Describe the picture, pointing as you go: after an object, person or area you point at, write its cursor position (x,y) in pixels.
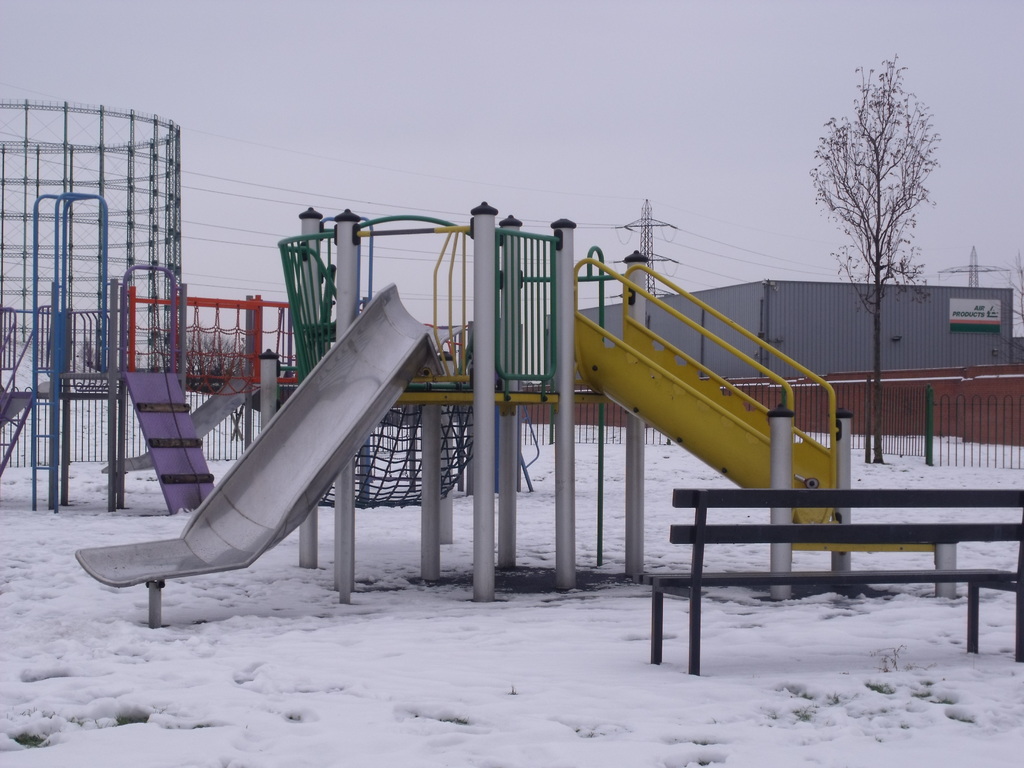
In this image we can see slides (665,386) on the ground (546,629) with snow (761,632), there is a bench (898,536), on the right side of the image (900,445) there is a fence (891,399), tree (911,185), building (835,315), tower (644,239) with wires (235,194) and the sky (657,114) in the background (724,116).
